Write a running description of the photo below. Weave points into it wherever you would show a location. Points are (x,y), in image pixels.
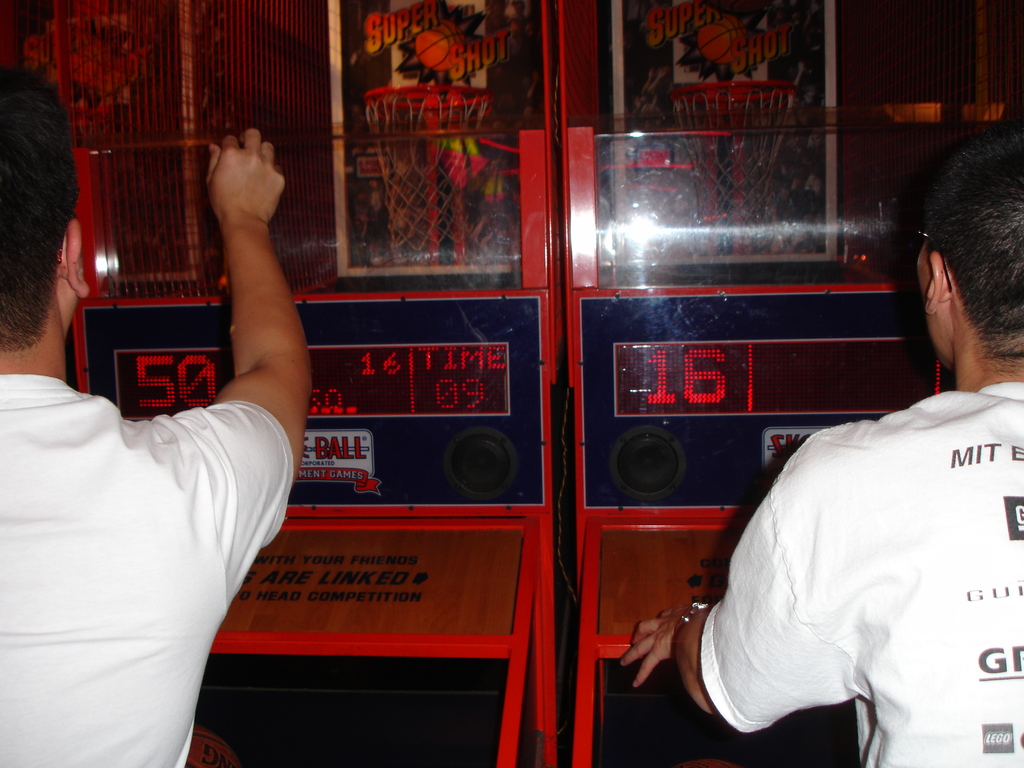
In this picture we can see two people (196,591), here we can see machines (532,653), posters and some objects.
